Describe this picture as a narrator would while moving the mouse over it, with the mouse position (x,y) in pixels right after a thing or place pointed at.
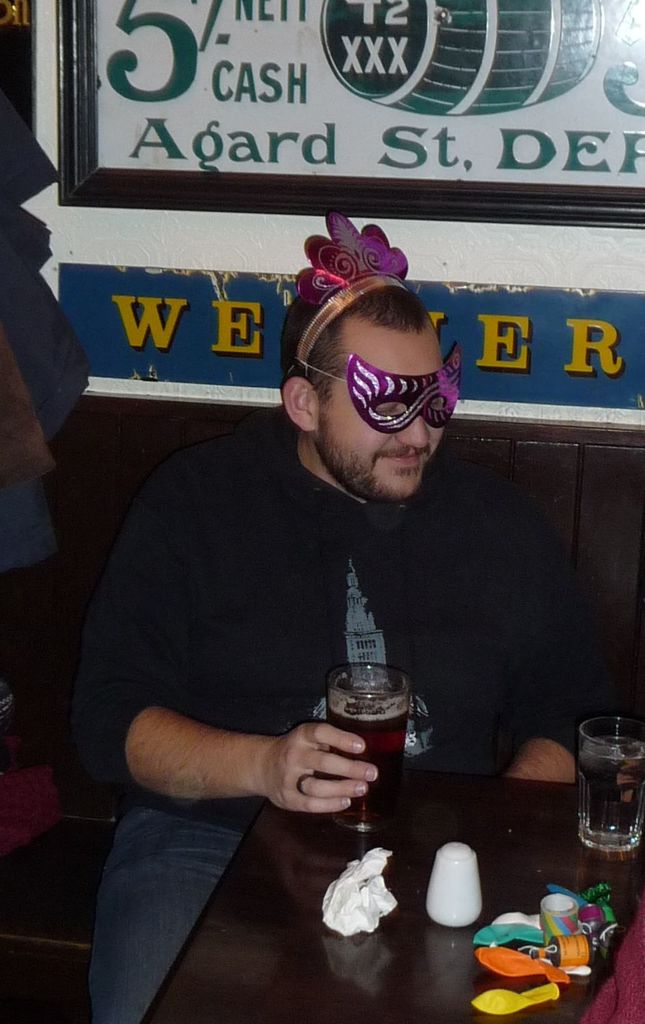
In this image we can see a man (306,523) wearing eye mask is holding a glass (348,795) in his hands (349,775). There are balloons (527,959), tapes (544,933), papers (363,920) and glass (627,826) on the table (391,885).
